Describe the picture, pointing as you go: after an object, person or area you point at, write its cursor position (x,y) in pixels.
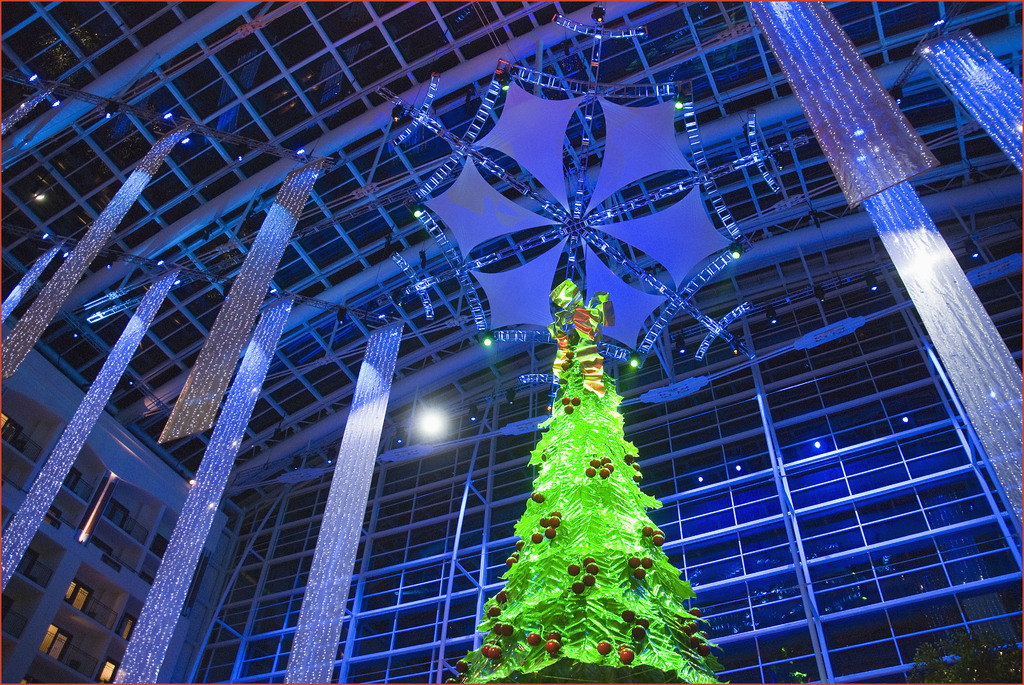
There is a Christmas tree (603,558) as we can see in the middle of this image (548,454). There is a glass wall (376,529) and a roof (356,213) in the background (756,282).
